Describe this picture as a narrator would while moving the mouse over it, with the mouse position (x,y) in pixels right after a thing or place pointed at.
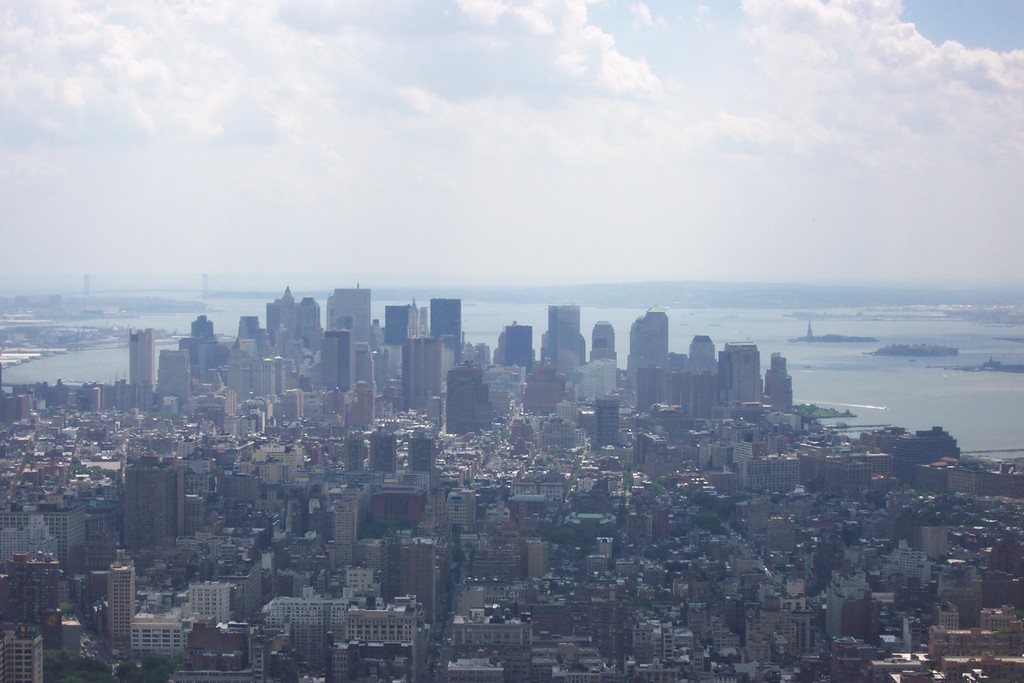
In this image I can see number of buildings (417,450) and trees (53,674). In the background (100,365) I can see some water (925,396) and the sky (495,196).
